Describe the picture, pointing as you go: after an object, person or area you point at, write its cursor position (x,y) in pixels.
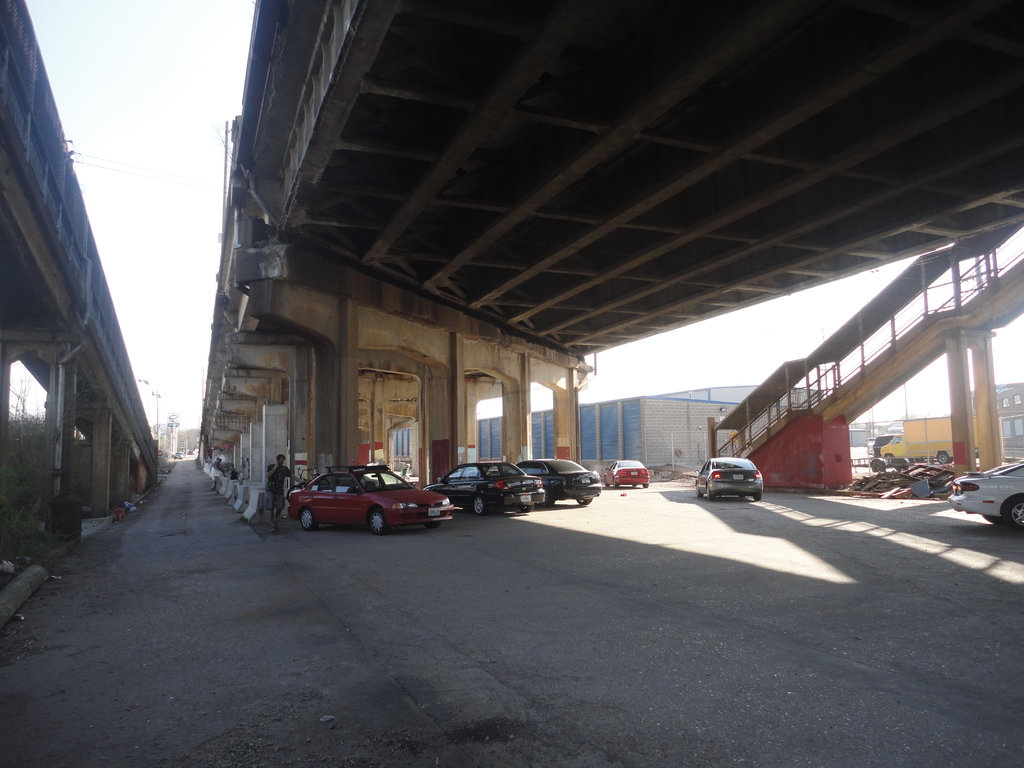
In this image I can see the ground (564,595), few vehicles (342,520) on the ground (693,496), a person (280,491) standing, few pillars (420,376), two bridges (100,393) and few buildings (720,406). In the background (147,178) I can see the sky (105,103).
